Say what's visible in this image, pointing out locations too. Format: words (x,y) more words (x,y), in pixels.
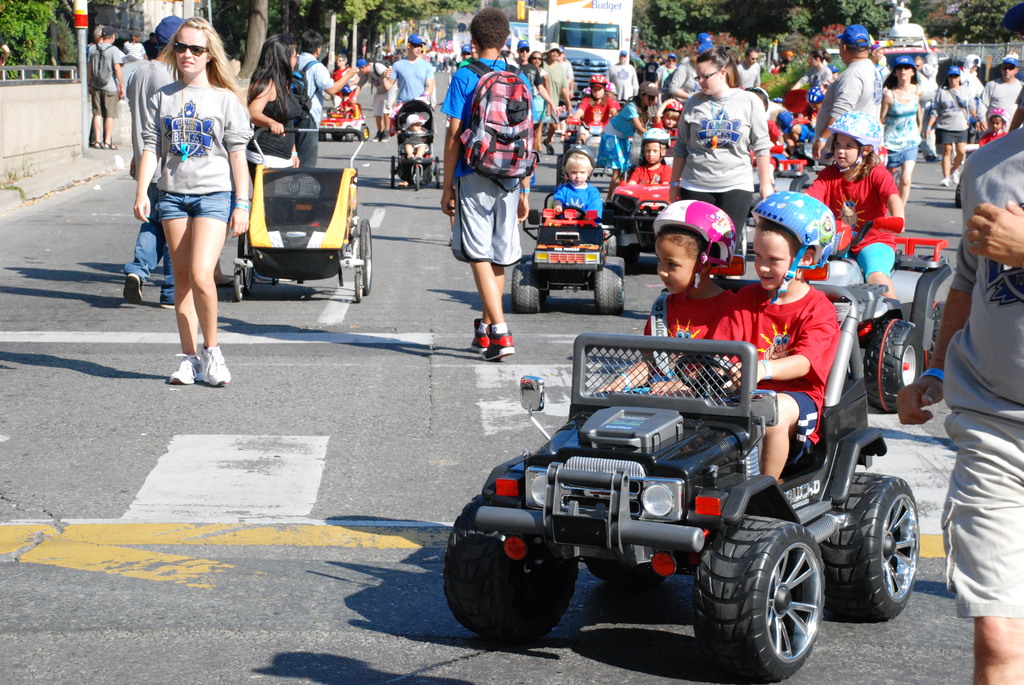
In this image on the left (194,178), there is a woman (201,149), she wears a t shirt (222,179), shorts (212,206), shoes (202,358), she is walking, behind her there are many people (315,90). On the right (702,426) there is a vehicle (624,340) on that there are two children (737,334), they are riding. On the right (1013,339) there is a man (977,327), he wears a t shirt (984,166), shorts (976,422), behind him there is a girl (877,254), she wears a t shirt (859,224), shorts (864,254), she is riding a vehicle (887,338). In the middle (454,251) there is a man (512,225), he wears a t shirt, shorts (481,245), shoes (506,344), he is walking. In the background (402,12) there are many people (661,129), vehicles (540,257), trees (390,2) and road (423,300).
